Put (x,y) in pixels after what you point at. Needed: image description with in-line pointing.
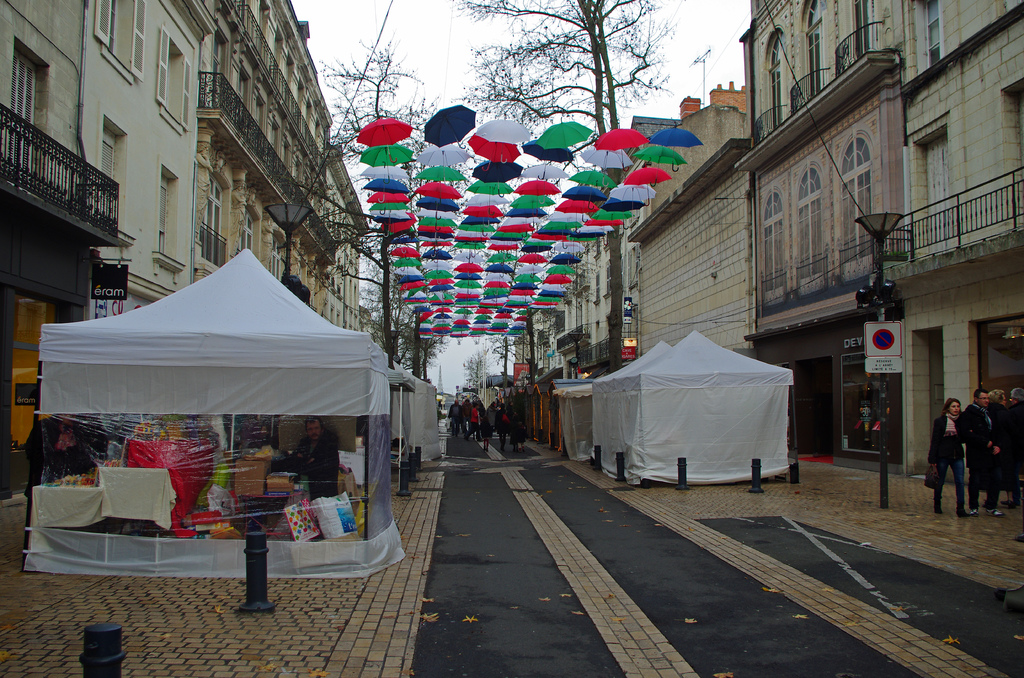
In this image I can see tents (680,417) visible on the road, under the tent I can see carry bags (318,512) and persons (312,453) on the left side (281,455), on the left side (57,41) I can see the building (6,126), in the middle (489,241) I can see colorful umbrellas (498,174) hanging to wires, in the middle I can see the sky (644,42) and I can see the building (888,63) and pole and some persons (953,459) walking in front of the building (889,460), on the right side (1004,443) and I can see some persons (506,411) walking on the road (519,583) in the middle (499,423).
